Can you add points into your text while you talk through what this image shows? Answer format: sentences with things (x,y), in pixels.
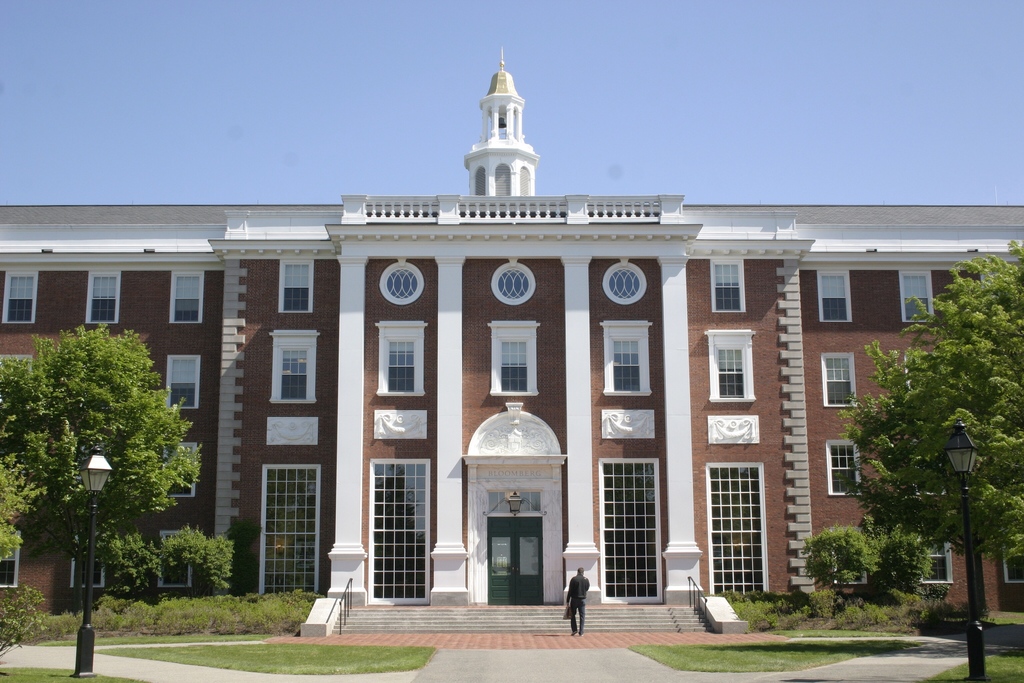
In this image in the center (526,373) there is one building (519,556), and there is one person (571,618) who is walking and also there are some stairs (491,619). On the right side (947,353) and left side (93,392) there are some trees (1002,518), poles (970,567), lights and some plants (150,625) and at the bottom (316,667) there is a grass (714,665) and walkway (434,638) and at the top of the image (392,111) there is sky (448,86).
